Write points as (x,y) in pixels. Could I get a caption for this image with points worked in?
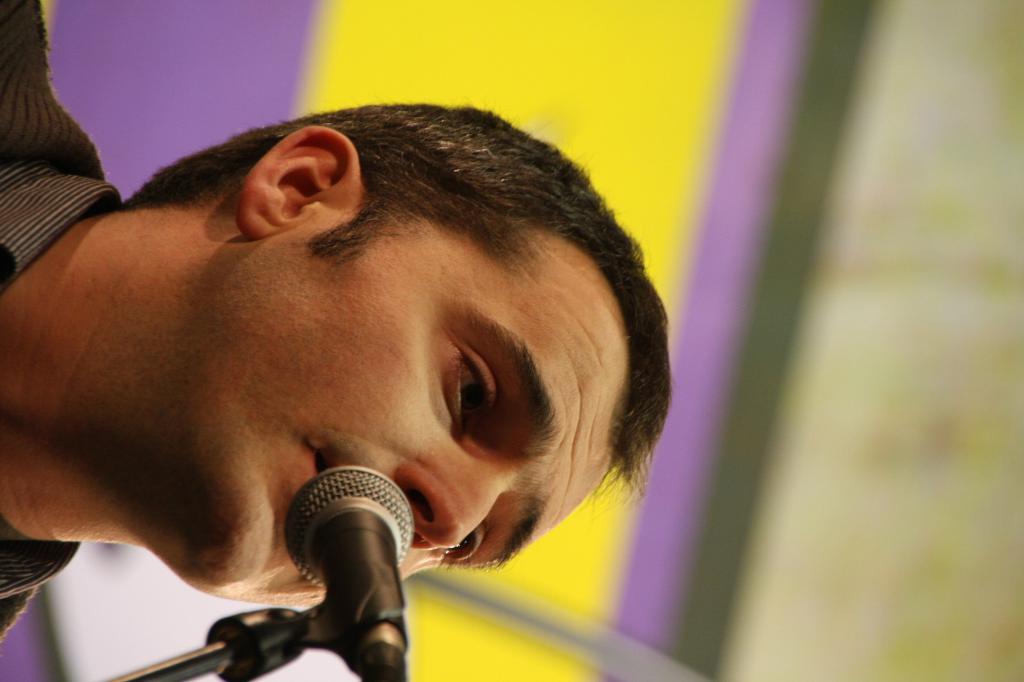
In this picture there is a person (35,241) and in the foreground (345,514) there is a microphone (357,622). At the back (784,330) there is a board (705,375) and the image is blurry.
